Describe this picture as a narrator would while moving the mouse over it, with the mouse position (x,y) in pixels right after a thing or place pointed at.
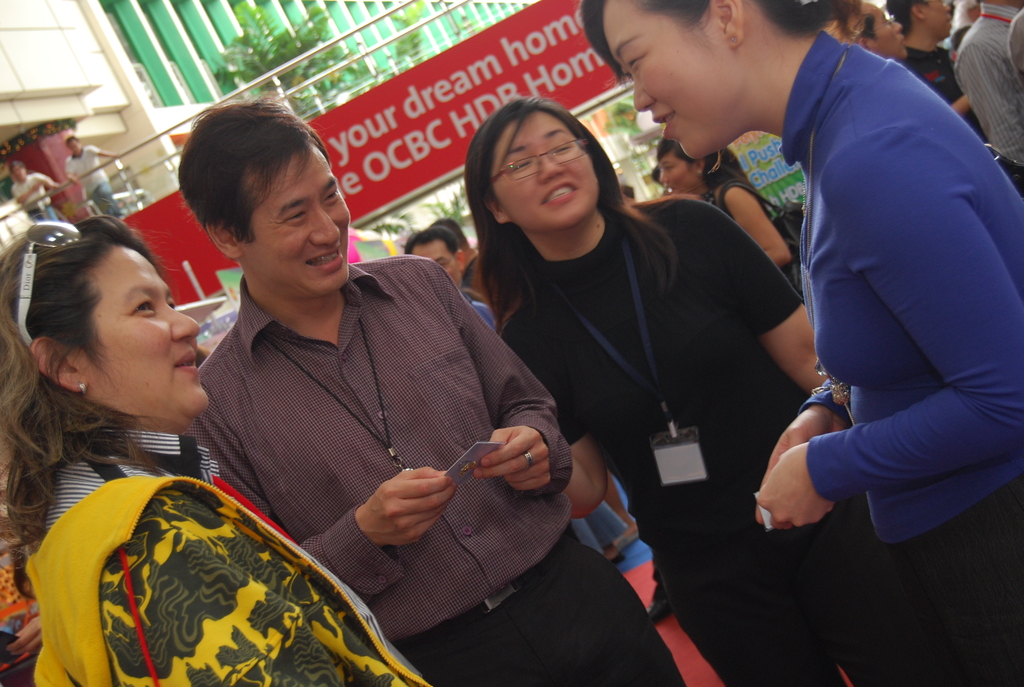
In this image I can see a group of people (417,375) are standing on the floor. In the background (345,105) I can see boards (465,151), fence (337,100), bridge (383,83), house plants (327,81), trees (359,65), chairs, posters (396,129), two persons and buildings (3,94). This image is taken may be in a building (173,110).
